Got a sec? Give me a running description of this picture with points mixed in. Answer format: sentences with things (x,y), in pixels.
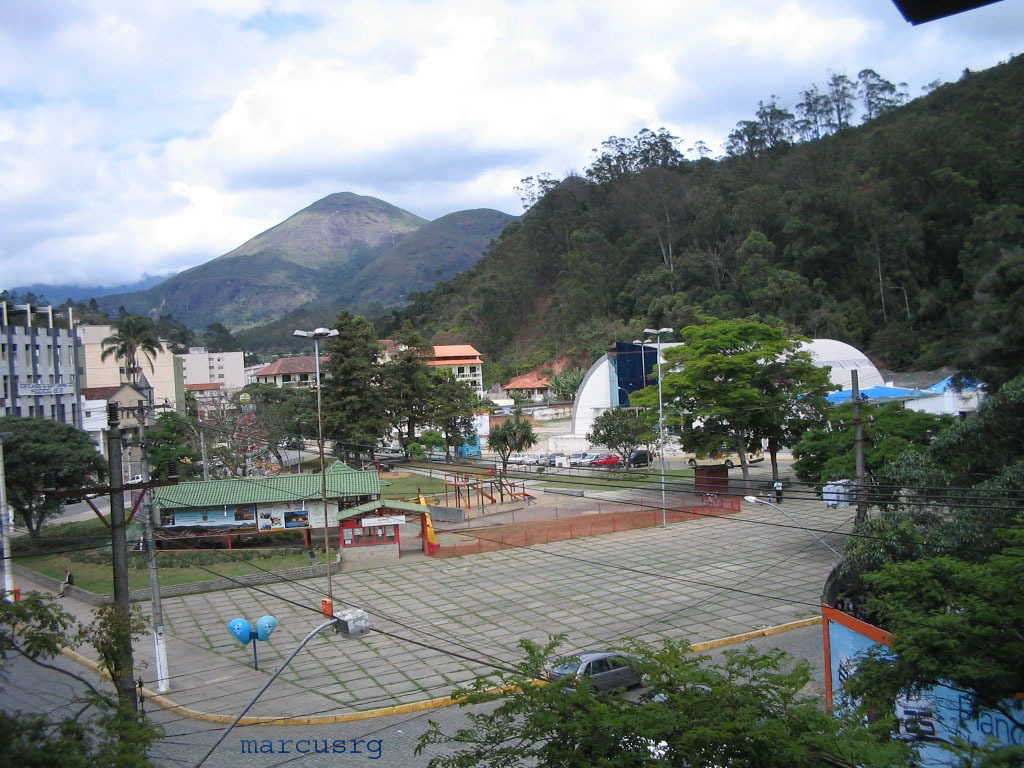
In this picture we can see poles (117,544), wires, trees (647,655), lights (747,499), board (963,732), houses (329,481) and walls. There is a person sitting and we can see car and grass (93,564). In the background of the image (706,421) we can see vehicles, buildings (542,392), trees (521,233), hills (429,244) and sky (493,79) with clouds (507,64).
